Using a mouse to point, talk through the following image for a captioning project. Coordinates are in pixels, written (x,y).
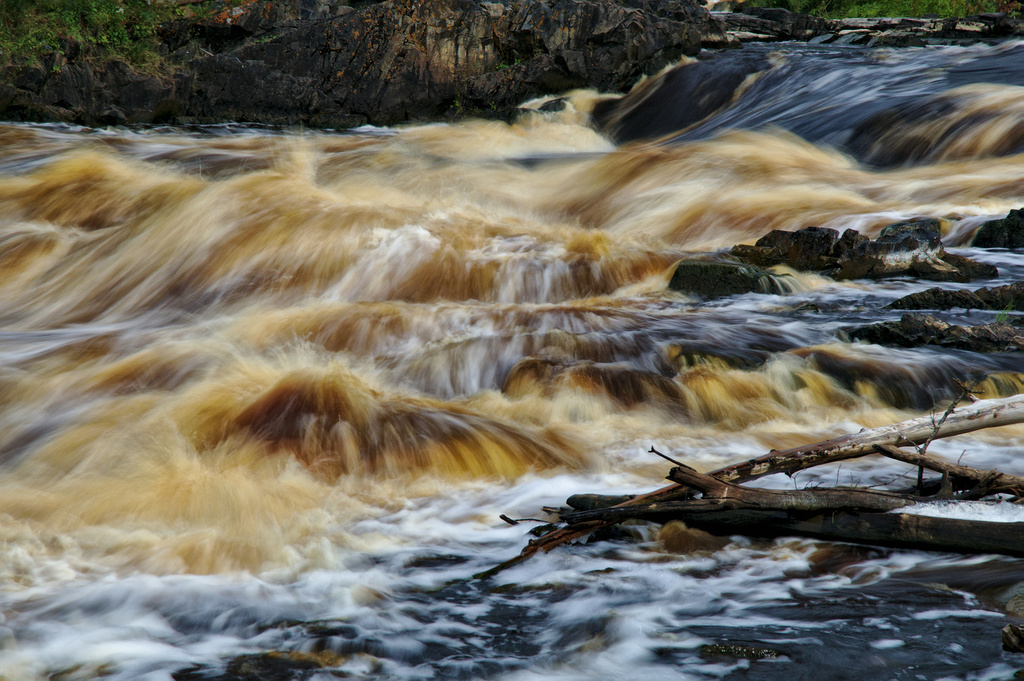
In this image I can see the water (481,362), wooden branches (722,468) and plants (131,61).
